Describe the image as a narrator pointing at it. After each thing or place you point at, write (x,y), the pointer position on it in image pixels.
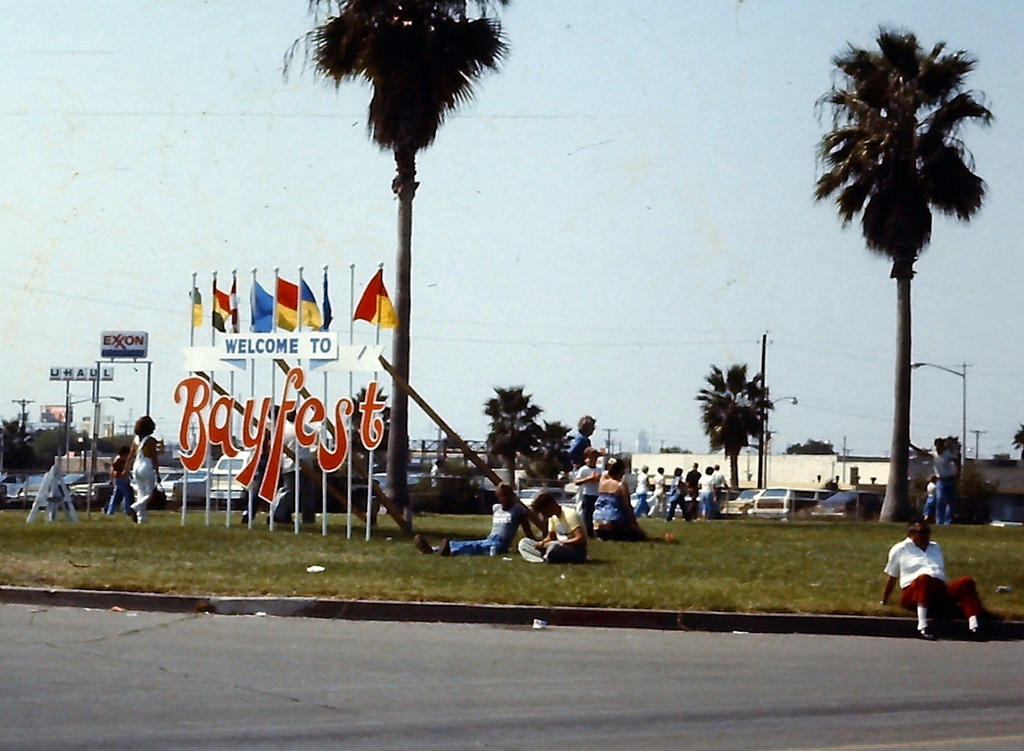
In this image, we can see few people (973,624). Few are sitting, standing and walking. Here we can see grass (575,596), few flags (195,324) with poles (249,409), hoardings (268,437), trees (5,449), houses (816,477), vehicles (103,495). At the bottom (501,701), there is a road (383,669). Background (738,269) there is a sky (598,269).
